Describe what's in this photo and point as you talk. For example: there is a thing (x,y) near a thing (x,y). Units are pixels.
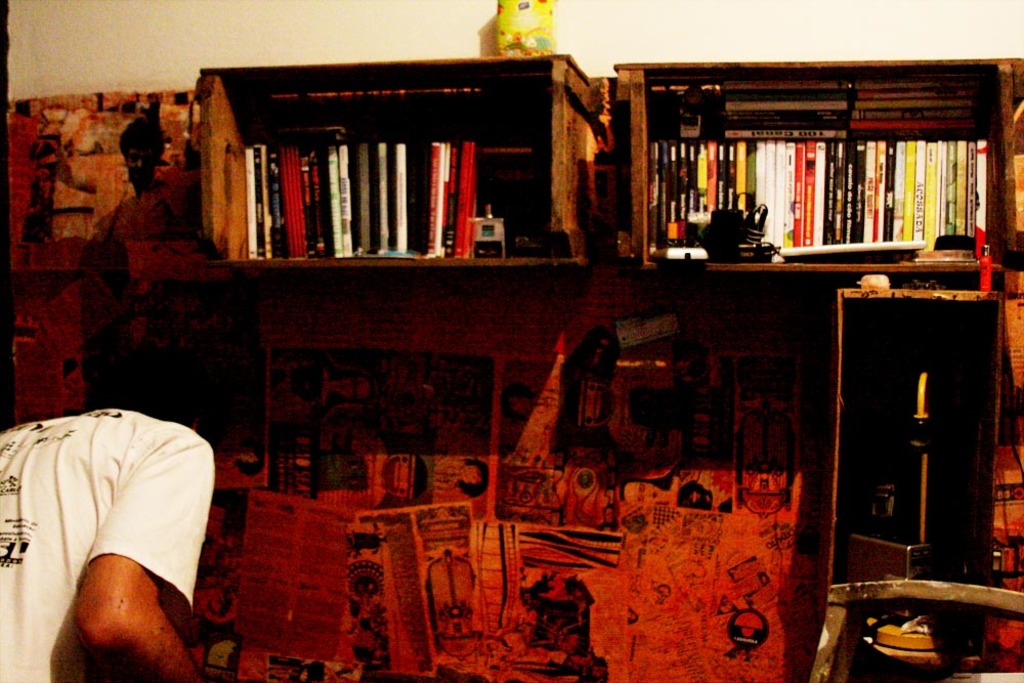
In this image we can see a person (107,480), advertisements (315,397) pasted on the wall (300,47), remotes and books (389,200) arranged in the cupboards (581,204).
